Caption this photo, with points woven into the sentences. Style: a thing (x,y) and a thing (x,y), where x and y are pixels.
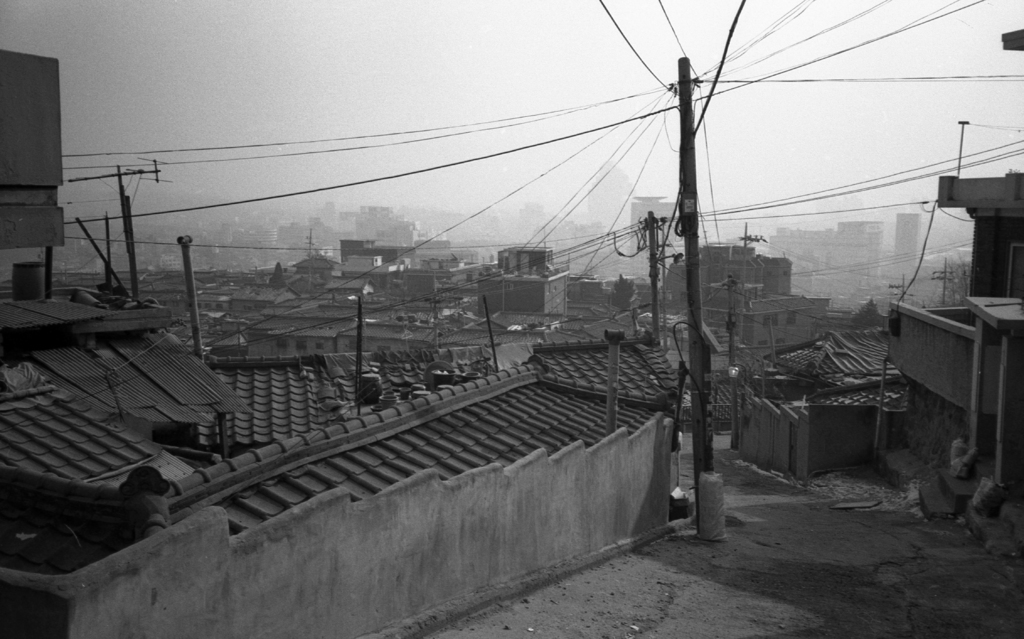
In this image I can see in the middle (655,335) there are electric poles (653,318) and houses (632,409). At the top (553,97) it is the sky (603,72).
